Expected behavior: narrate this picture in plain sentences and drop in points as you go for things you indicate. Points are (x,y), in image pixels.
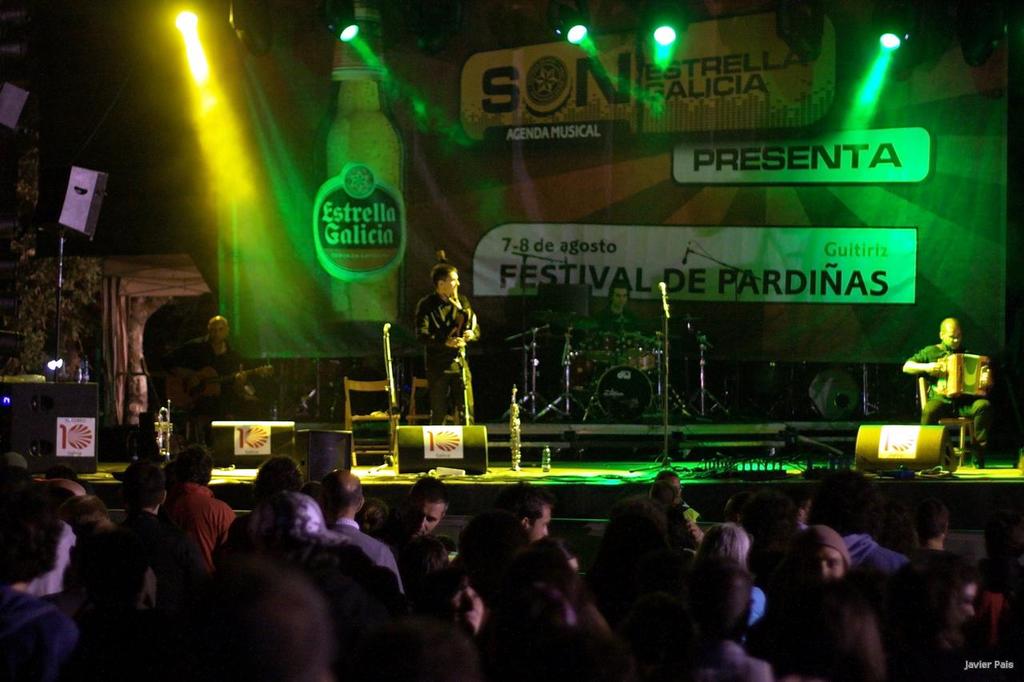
Here we can see the audience (507,552). On this stage (724,484), these people (445,374) are playing musical instruments (638,378) and we can see speakers (67,224), mics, hoarding (731,164) and focusing lights (888,46). Far there is a bottle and things (742,452).
